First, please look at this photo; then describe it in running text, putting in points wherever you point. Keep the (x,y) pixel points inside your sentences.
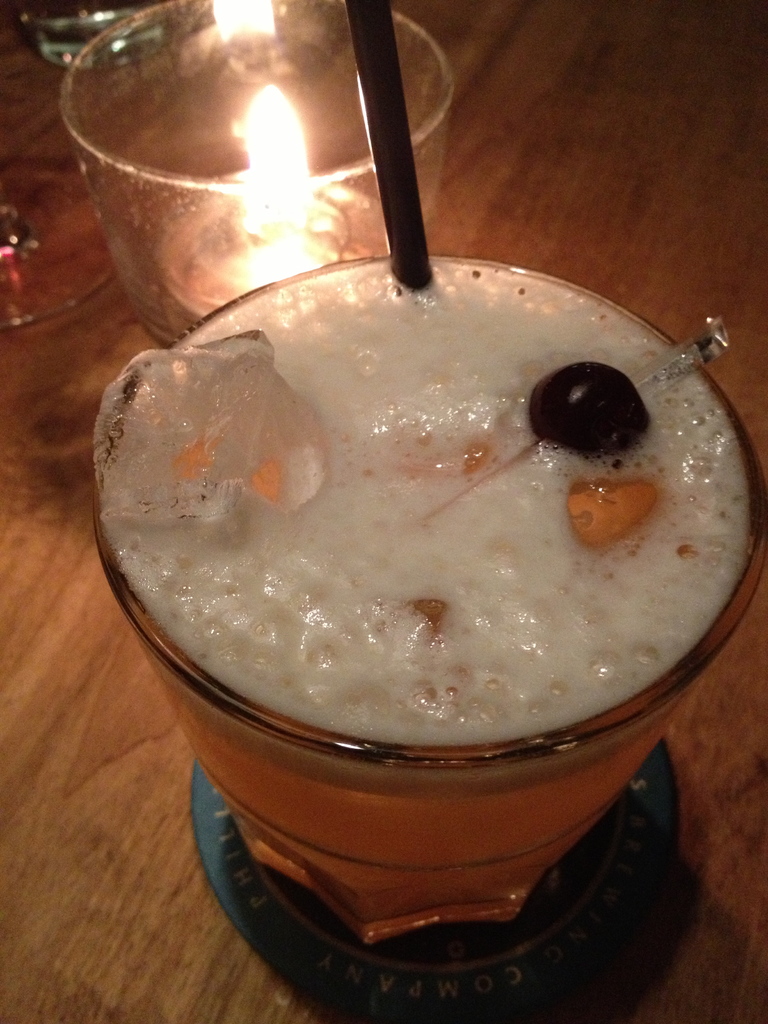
There is a glass (310,825) in the center of the image (405,518), which contains liquid substances (465,452) in it, there is a straw (395,270) in the glass (392,319) and there is a candle (277,192) and other glasses (100,58) in the image.
